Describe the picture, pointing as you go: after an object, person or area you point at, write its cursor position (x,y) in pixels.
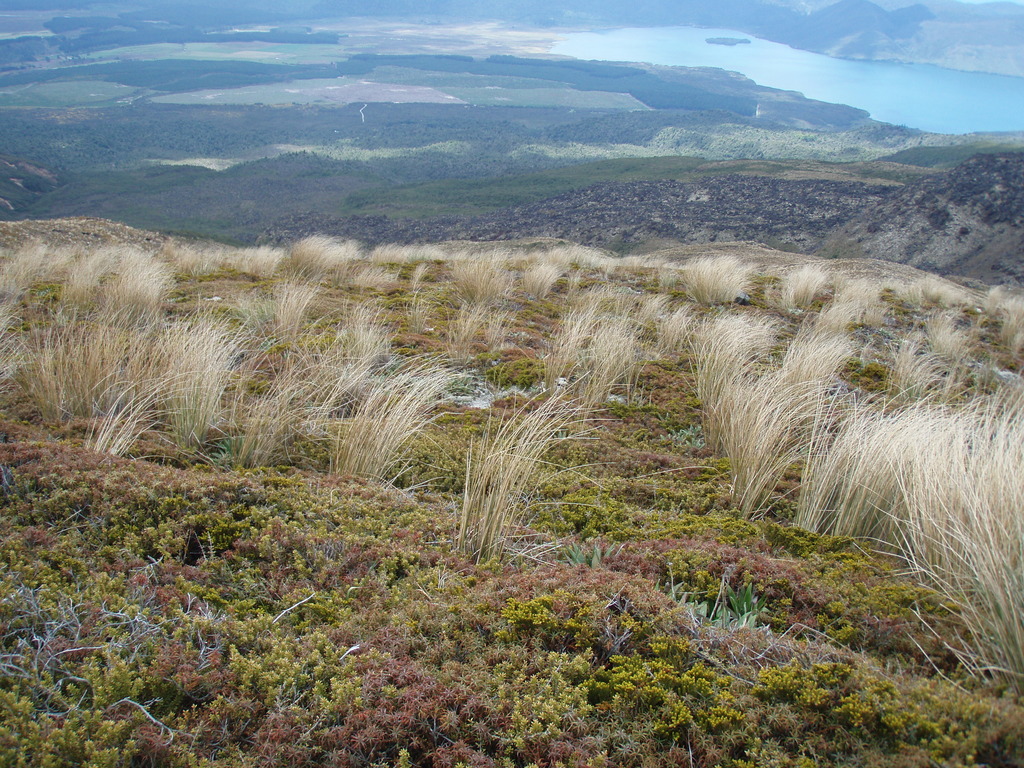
In this image, we can see so many plants (299,360). Background (227,174) we can see a grass (380,191) and water (617,51).
